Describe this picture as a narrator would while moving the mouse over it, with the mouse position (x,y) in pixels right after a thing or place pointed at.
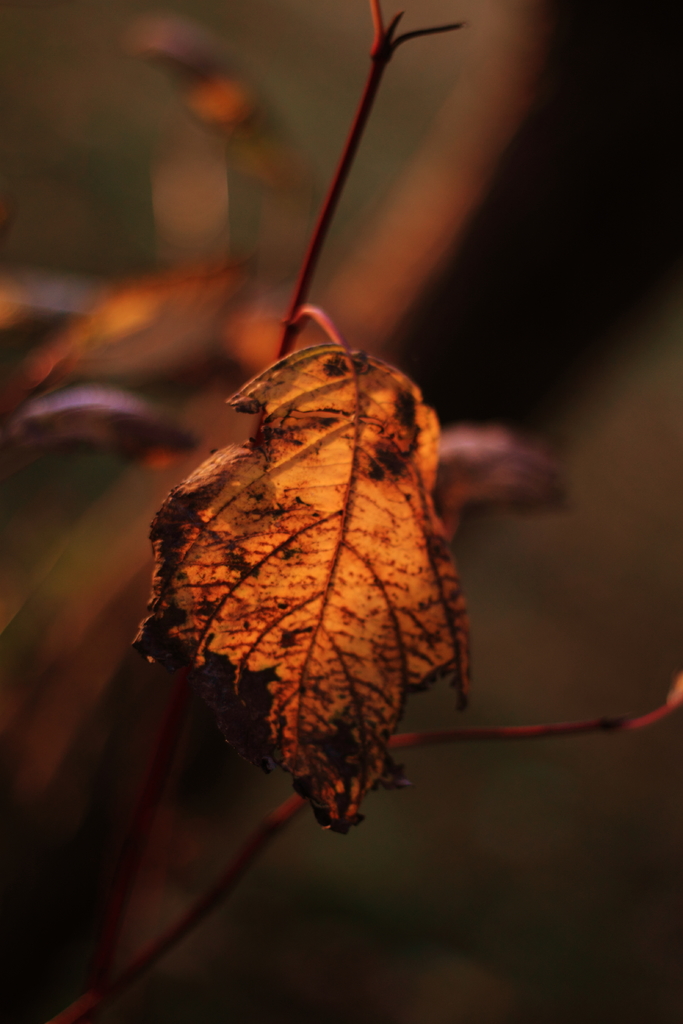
It is an edited image in which we can see there is a leaf (299,647) in the middle (354,488). In the background (290,197) it is blur.
